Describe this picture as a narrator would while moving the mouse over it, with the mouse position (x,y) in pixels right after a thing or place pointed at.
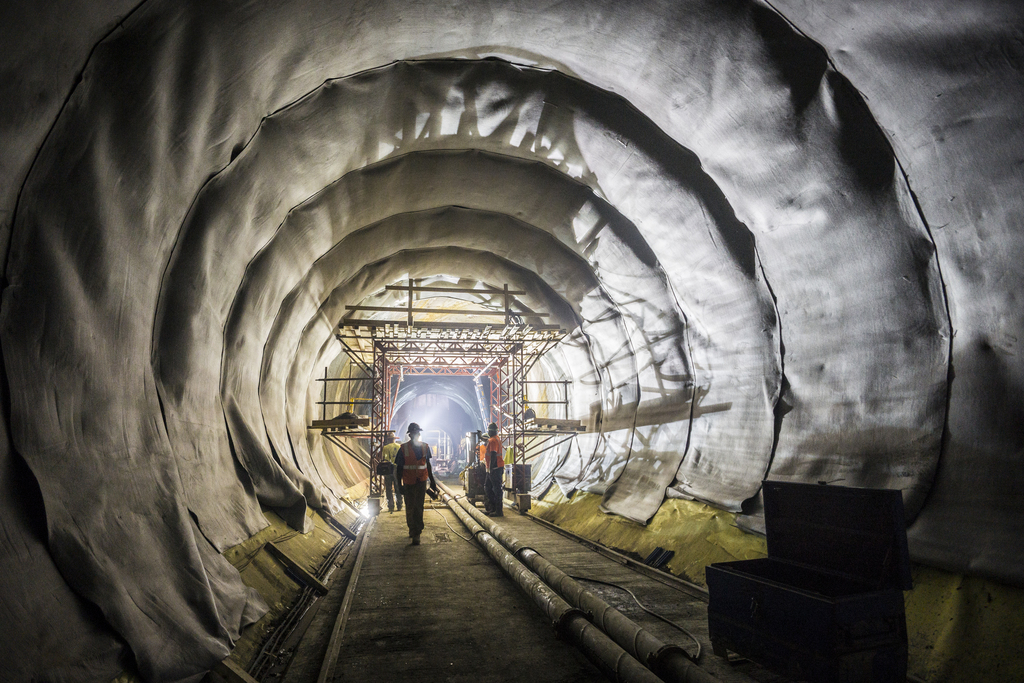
In this picture we can see some people (426,446), pipes (523,557), box (759,599) on the ground (460,549) and in the background (296,395) we can see rods (541,382), clothes (544,389) and some objects (475,438).
